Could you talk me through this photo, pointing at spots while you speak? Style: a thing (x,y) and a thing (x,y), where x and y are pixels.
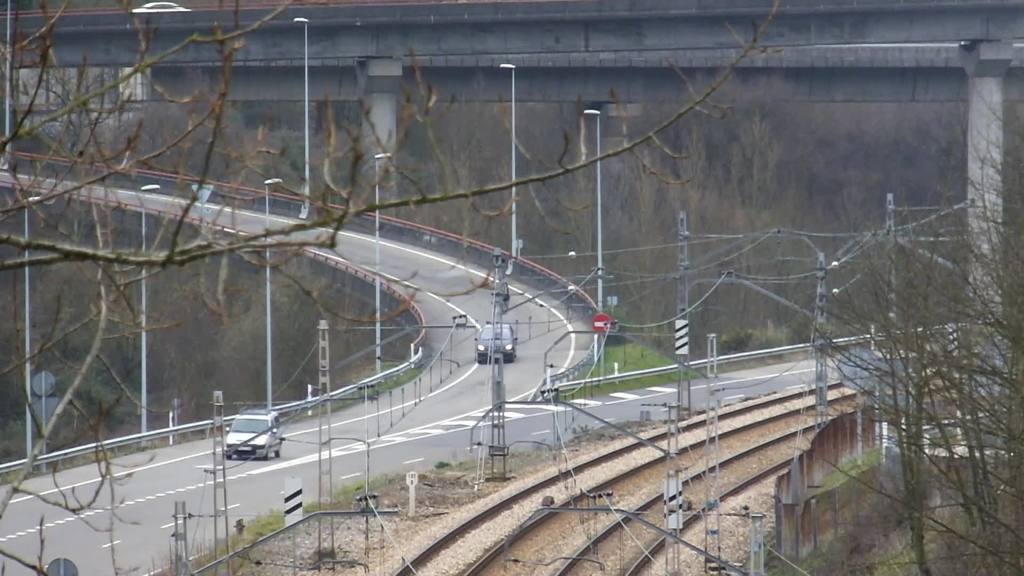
In the center of the image (484,361) we can see two cars (275,437) on the road (339,448). In the foreground (643,520) we can see a group of poles (824,354), railway tracks (508,544). In the background (807,103), we can see a bridge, a group of trees (637,168) and light poles (142,341).
